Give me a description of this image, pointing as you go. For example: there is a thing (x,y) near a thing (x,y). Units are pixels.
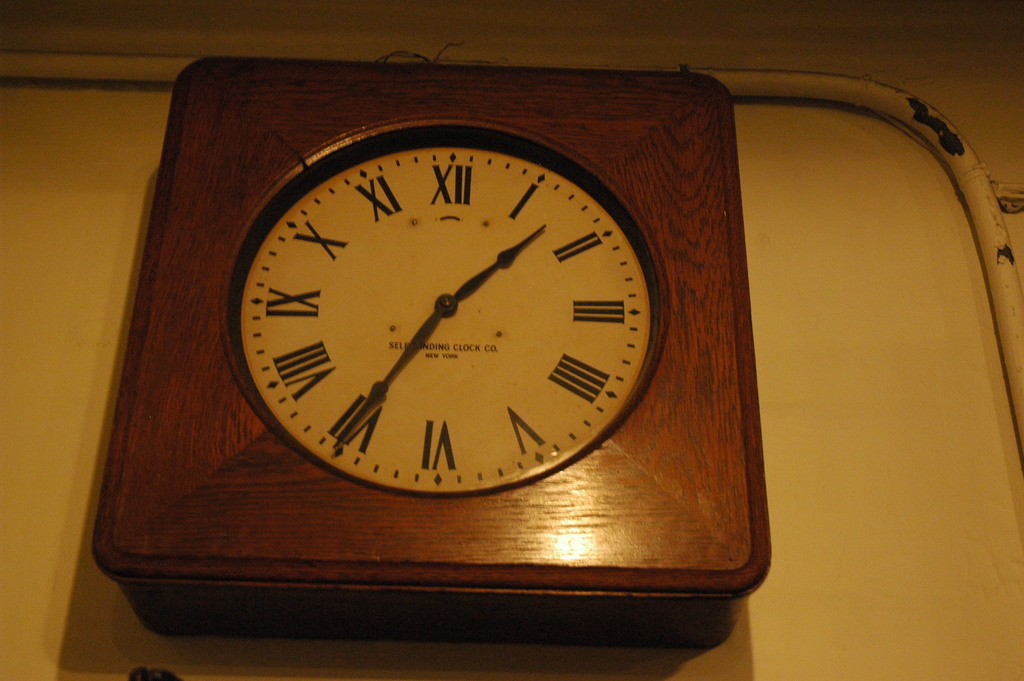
The picture consists of a wall (92,523), on the wall (654,38) we can see pipe (67,64) and a clock (379,290).
